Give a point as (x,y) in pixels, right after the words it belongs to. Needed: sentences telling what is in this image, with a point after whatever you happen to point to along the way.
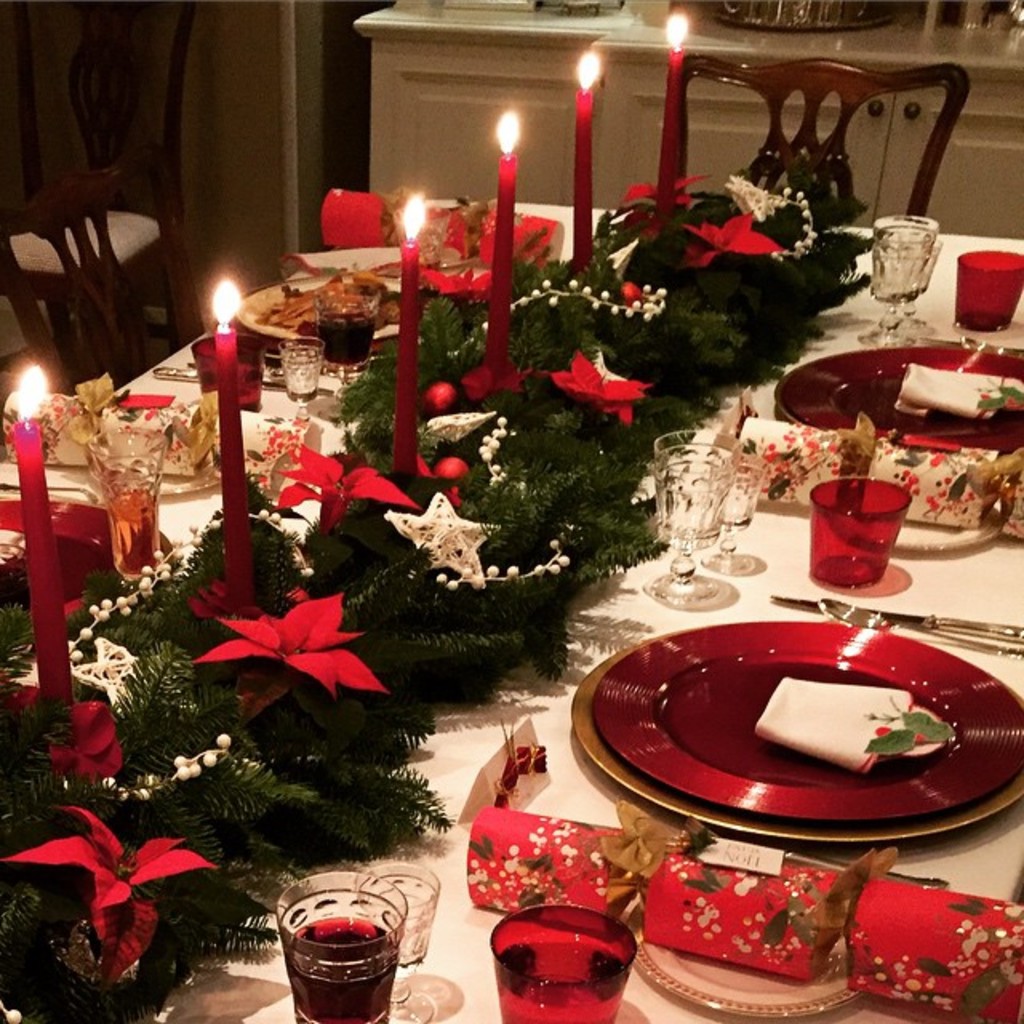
In this image I can see the table (466,756). On the table (998,622) there are colorful plates (728,681), candles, glasses (395,906) with drink (341,921), knife (983,622), spoon (957,635) and the decorative flowers (391,493). To the side there are chairs (18,275). In the background (662,52) I can see the cupboard (623,21).
